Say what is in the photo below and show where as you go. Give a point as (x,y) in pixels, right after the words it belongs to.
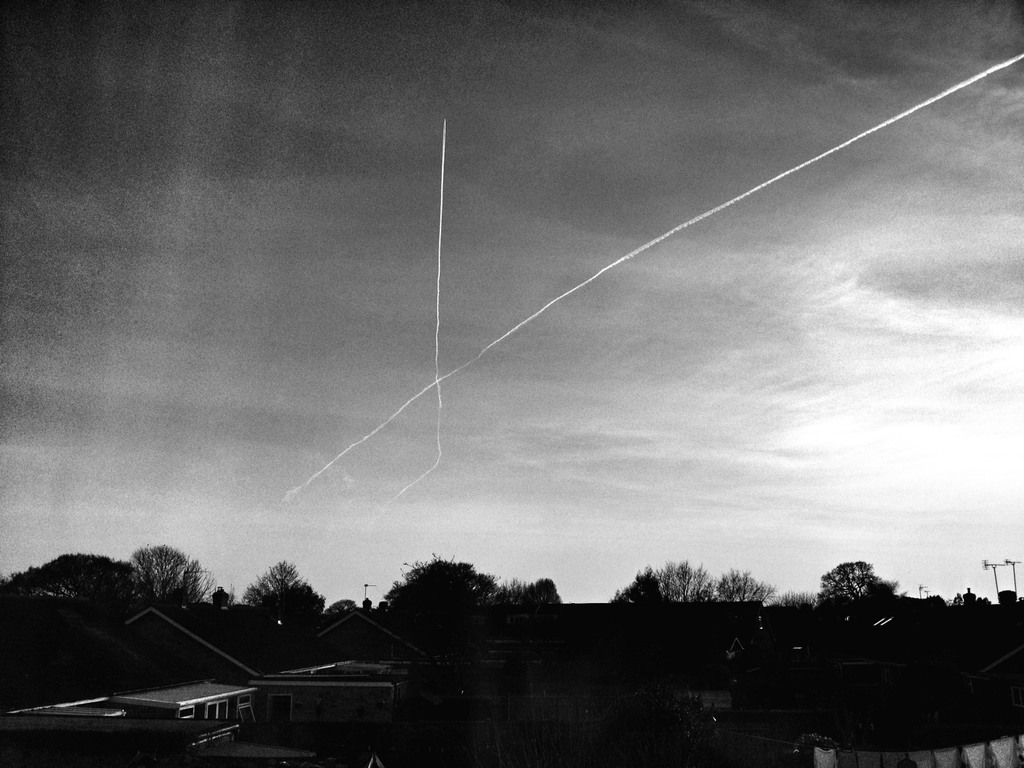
This image consists of many trees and buildings (21,722). At the top (256,217), we can see the sky (505,354) along with the clouds (853,490).
